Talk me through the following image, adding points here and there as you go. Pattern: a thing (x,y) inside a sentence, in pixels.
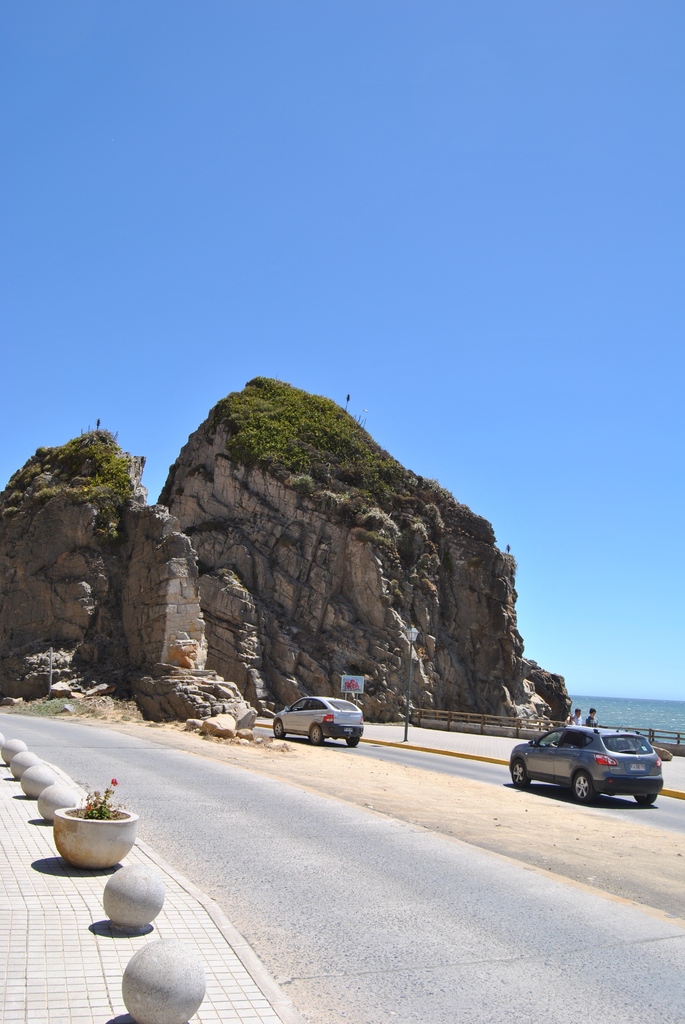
In this image at the center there are two cars (354,711) on the road (472,890). On the left side of the image (106,795) there is a flower pot (71,846) and on the right side of the image (467,717) there is a fence (519,727). In the background (306,519) there are rocks (285,601) with the grass (291,461) on it. At the right side of the image (611,715) there is water (623,708) and at the top (501,191) there is the sky (482,212).
